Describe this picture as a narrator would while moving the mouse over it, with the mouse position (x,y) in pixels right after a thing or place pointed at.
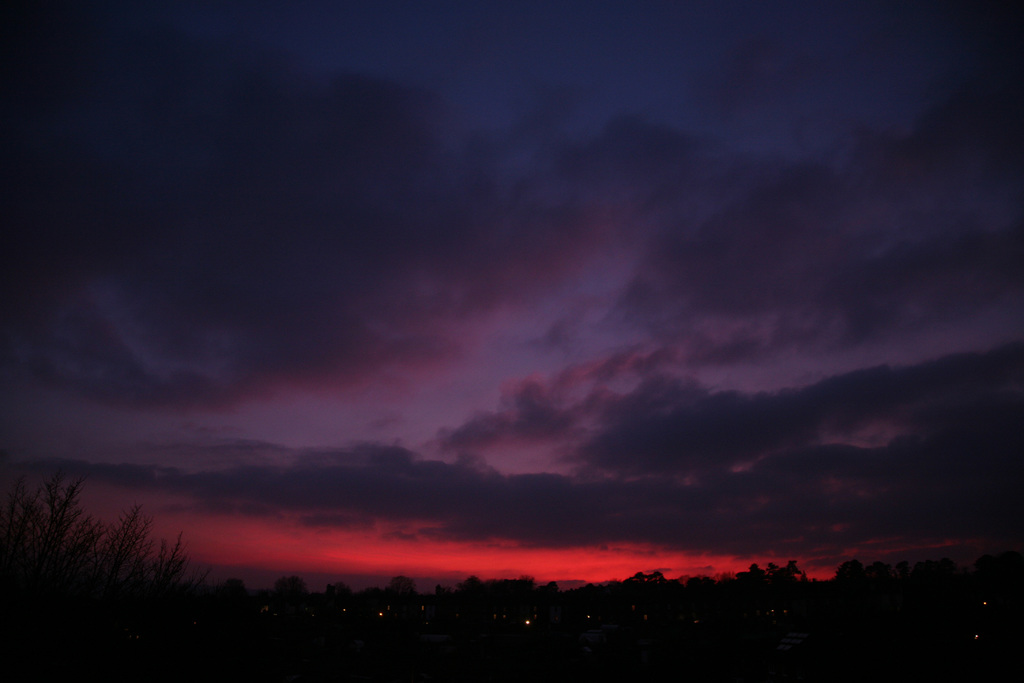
These image is taken during evening. At the bottom of the image (302,593) we can see trees (178,608). At the top of the image (298,14) we can see sky (259,233) and clouds (322,444) and sunset (436,550).
